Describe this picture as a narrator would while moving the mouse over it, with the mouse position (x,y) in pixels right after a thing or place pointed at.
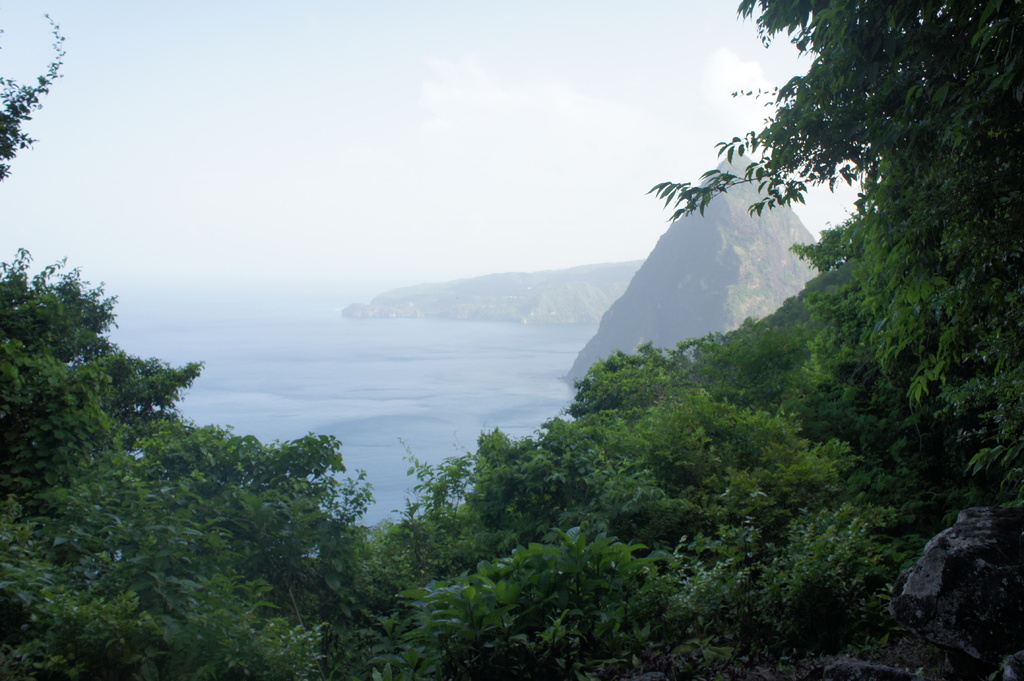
In this picture I can see trees (699,526). In the background (615,311) I can see mountains (598,301), water (331,345) and the sky (303,200).
